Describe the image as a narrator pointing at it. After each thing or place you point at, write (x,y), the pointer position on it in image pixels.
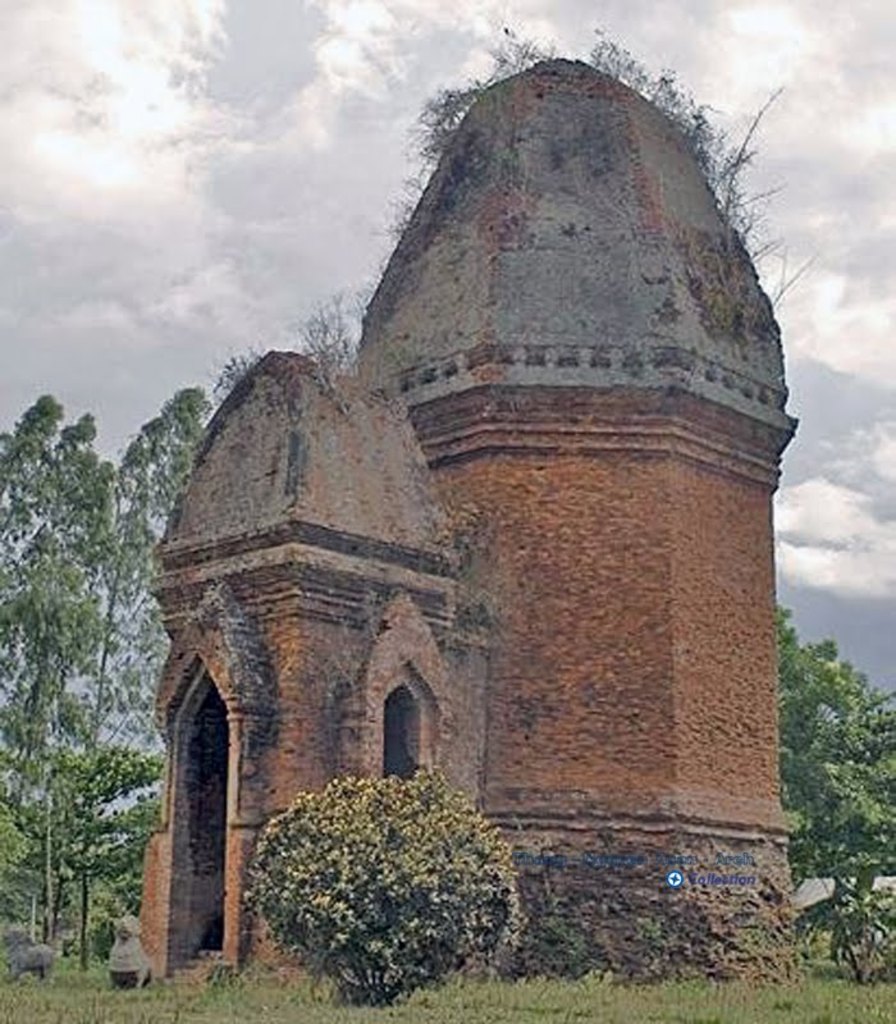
In this image there is a monument (537,636). In front of the monument (183,900) there are stone structures (147,968). Around the monument (480,799) there are bushes (348,839) and trees (90,516). At the bottom of the image (730,991) there is grass (528,997) on the surface (562,979). At the top of the image (179,204) there are clouds (181,159) in the sky (207,181). There is some text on the image.
